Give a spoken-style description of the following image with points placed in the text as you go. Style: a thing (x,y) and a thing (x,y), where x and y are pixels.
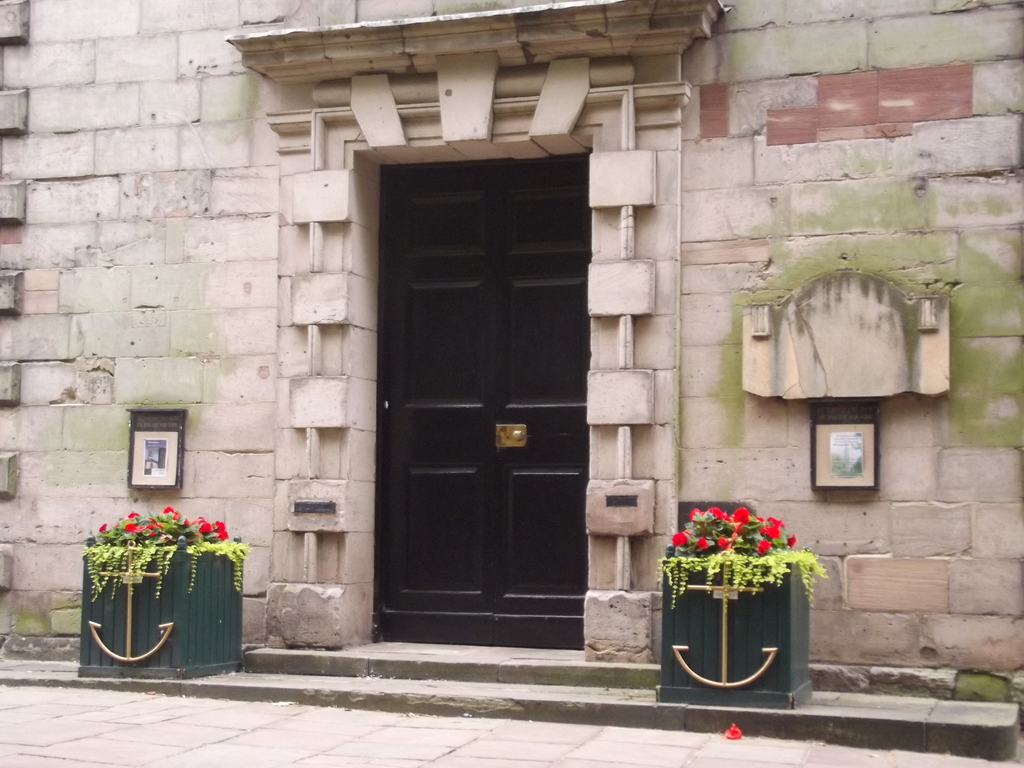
In this image at the bottom (111,566) we can see plants (85,550) with flowers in the boxes (105,625), road (104,693) and we can see doors (413,414) and objects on the wall (138,196).
